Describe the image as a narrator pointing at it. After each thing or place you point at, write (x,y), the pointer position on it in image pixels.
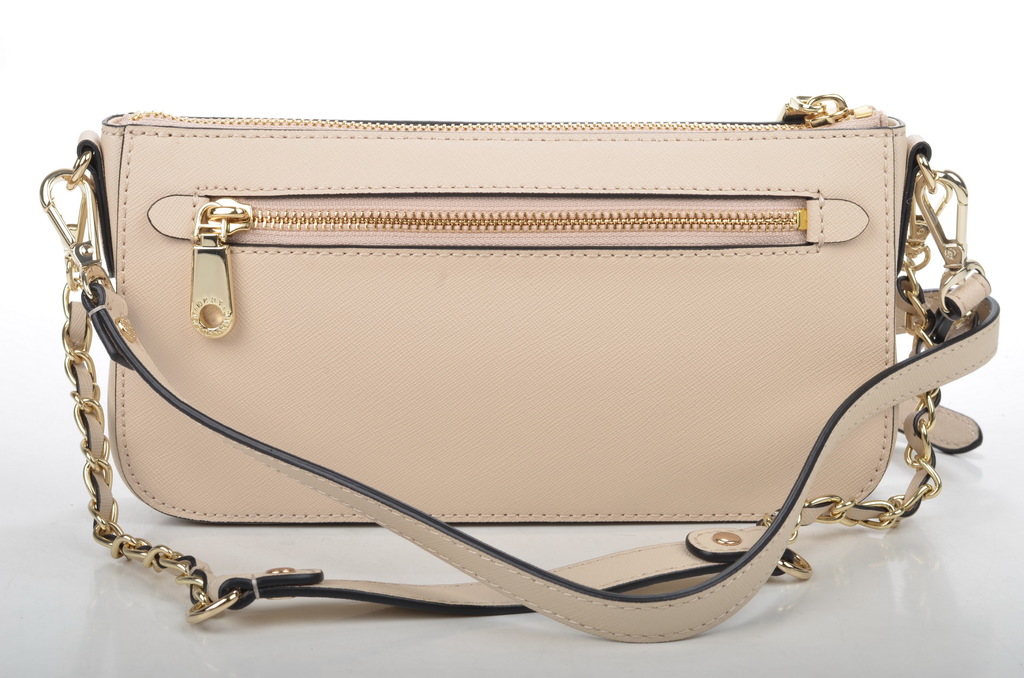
here is a bag (492,323) which has a zip (412,223) and a chain (96,452).
